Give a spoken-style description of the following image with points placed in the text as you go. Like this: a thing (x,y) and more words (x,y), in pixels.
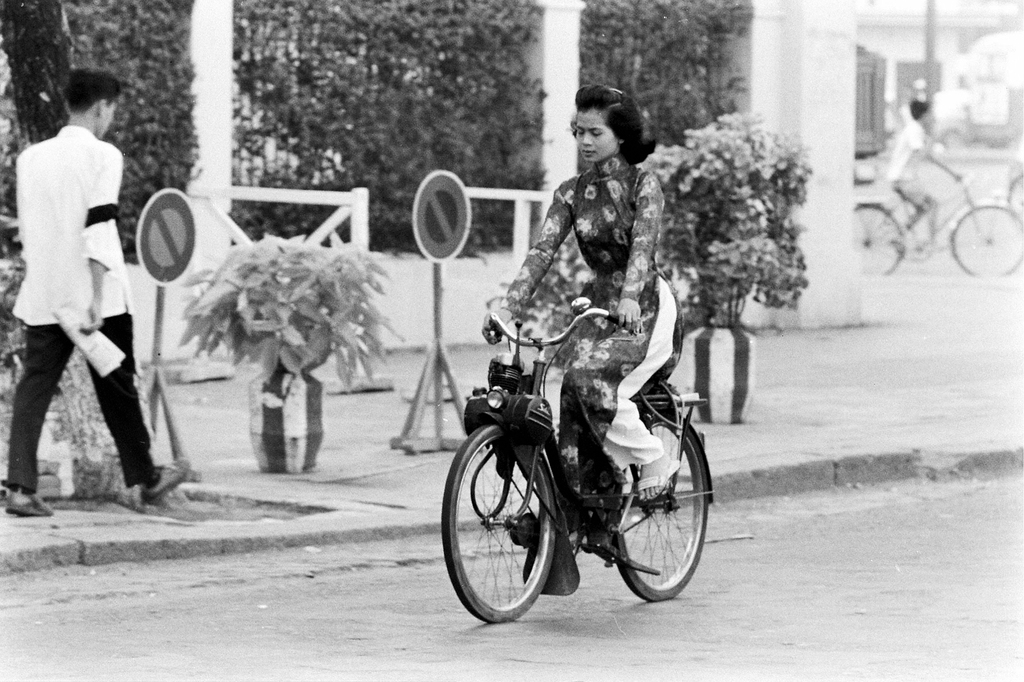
In the picture we can find one woman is riding a bicycle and beside to it one man (29,419) is walking on the path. In the background (150,62) we can find some plants (159,79) and trees (141,52).
